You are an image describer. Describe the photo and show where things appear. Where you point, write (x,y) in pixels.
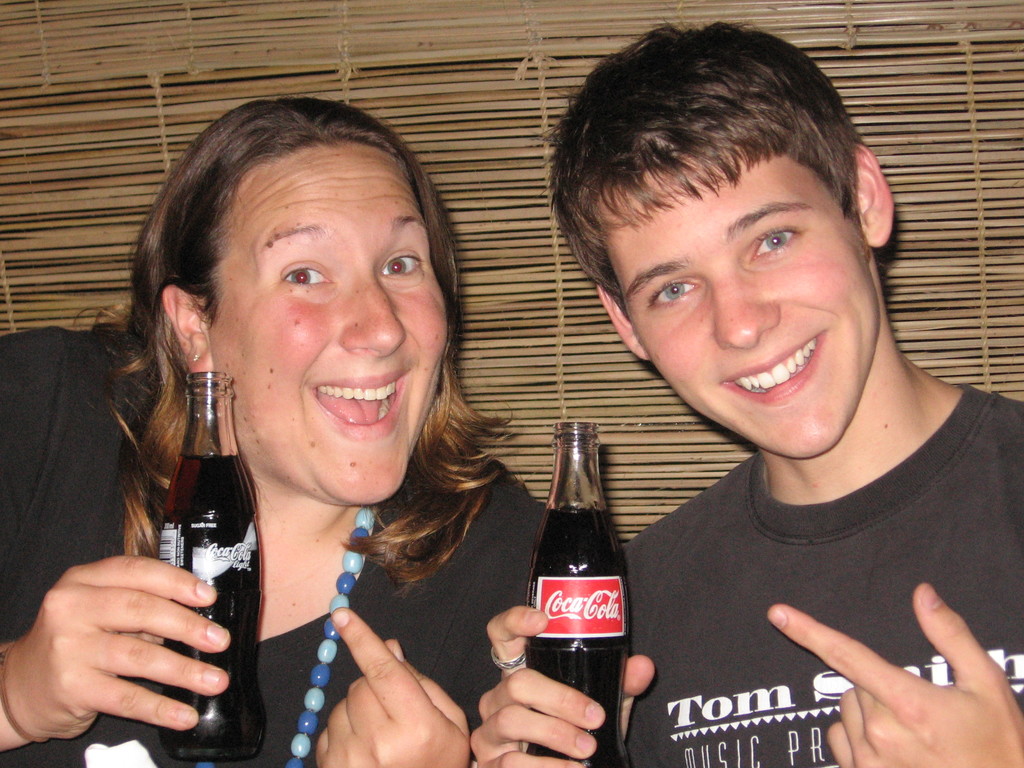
This picture shows a woman (319,443) and a boy (755,422) holding a drink bottles (577,602) in their hands (165,632) and smiling. In the background (122,127) there is a wooden curtain (210,70) here.
